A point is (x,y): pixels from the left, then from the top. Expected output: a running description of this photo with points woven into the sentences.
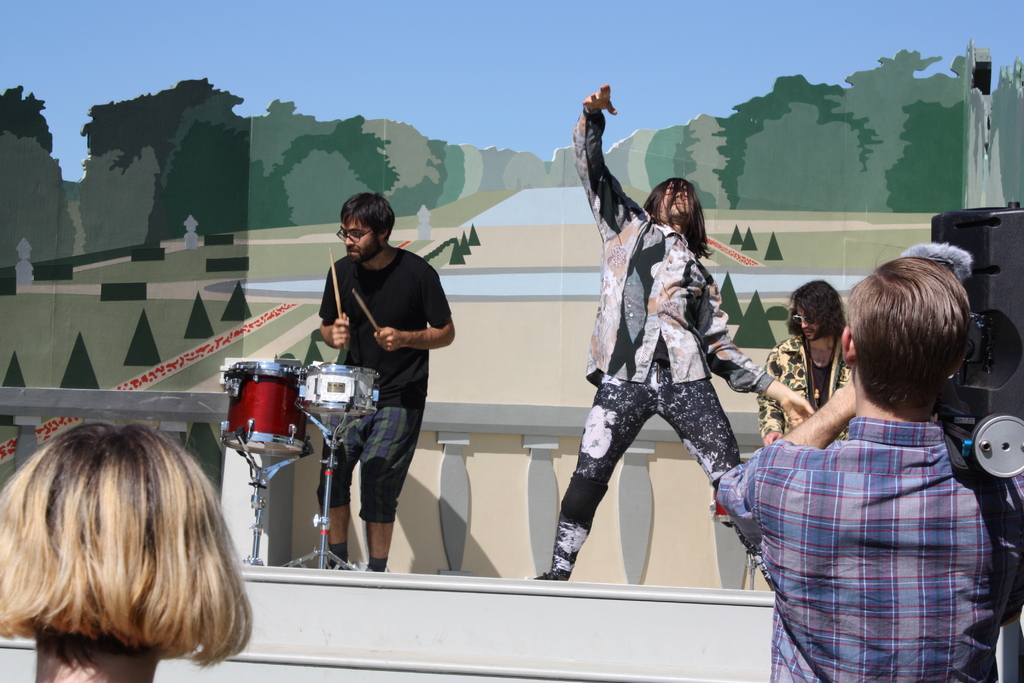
In this image we can see there is a person (656,331) standing on the stage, beside this person (651,362) there is another person (349,341) playing musical instruments (331,383) and on the right side (800,357) there is another person (778,414). In front of them there are two persons (871,596), one of them is holding some object (988,332) on his shoulder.
